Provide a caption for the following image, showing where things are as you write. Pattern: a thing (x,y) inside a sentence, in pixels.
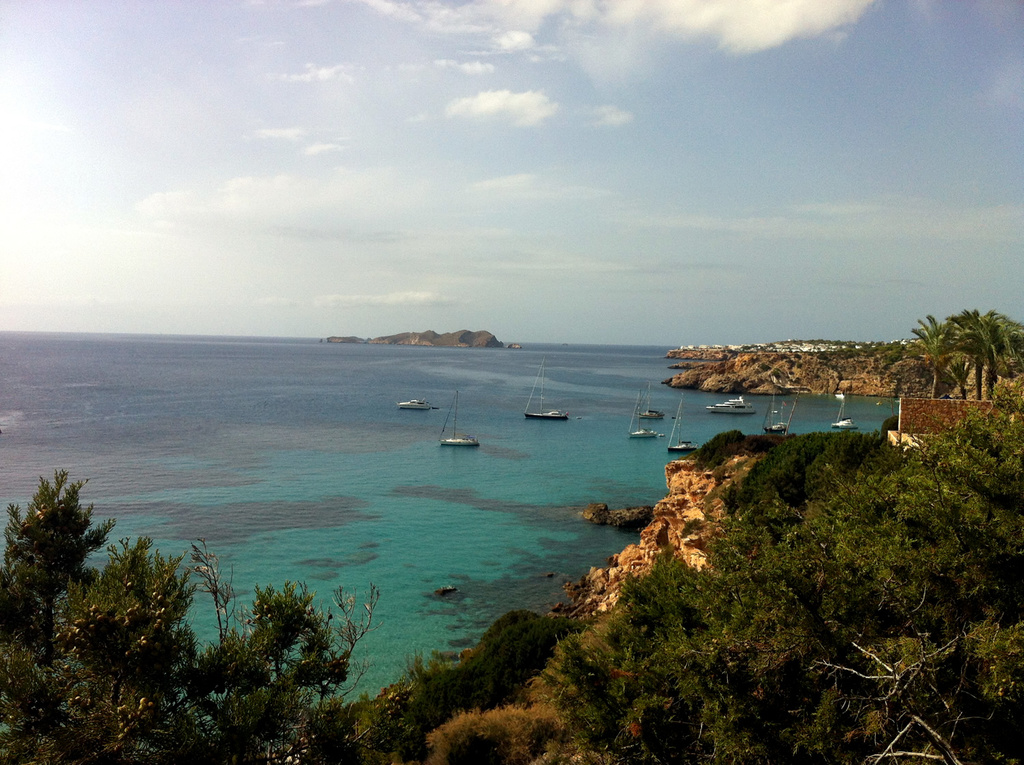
In this image I can see trees (249,647), mountains (453,342) and boats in the water (355,426). At the top (316,163) I can see the sky (457,167). This image is taken may be near the ocean (578,399).
